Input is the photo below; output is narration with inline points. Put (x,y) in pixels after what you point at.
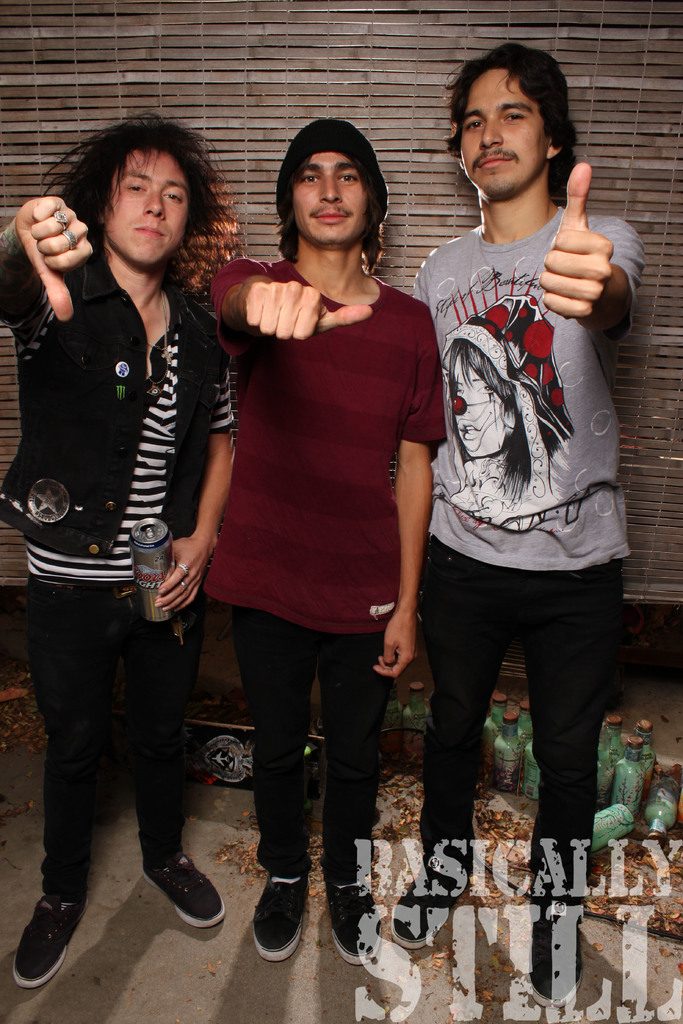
In the center of the image (315,479) we can see three persons (336,376) are standing. On the left side of the image (101,450) a man (134,451) is standing and holding a can (149,545) in his hand (178,560). In the background of the image (333,81) we can see a wall (430,110). At the bottom of the image (652,770) we can see some objects (249,771) and bottles (615,782) are there. At the bottom right corner (631,940) some text (524,918) is there. At the bottom of the image (133,927) floor (161,927) is present.
